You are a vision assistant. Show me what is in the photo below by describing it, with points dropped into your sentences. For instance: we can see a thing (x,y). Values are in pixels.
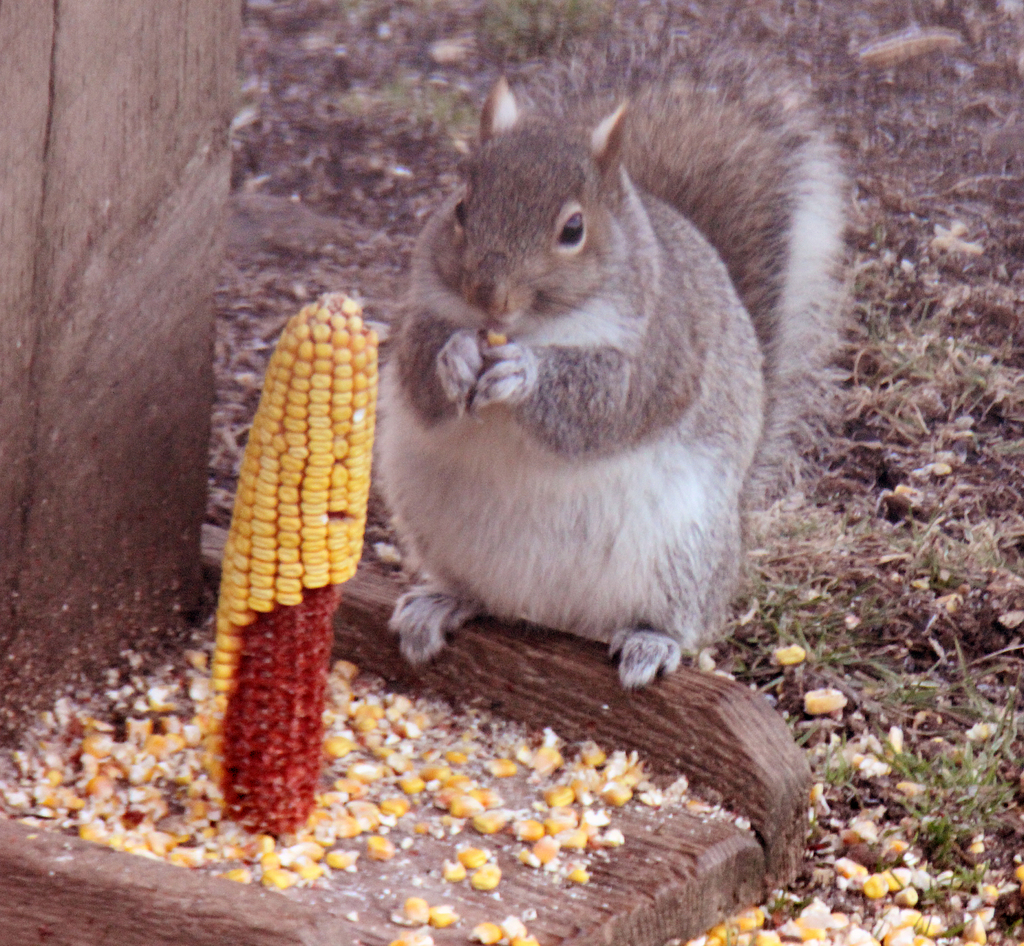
This image consists of a squirrel (562,461). In the front (290,592), we can see a corn (330,460). At the bottom (973,792), there is green grass (966,815) on the ground (945,215). On the left (34,717), we can see a wooden block (15,606).
